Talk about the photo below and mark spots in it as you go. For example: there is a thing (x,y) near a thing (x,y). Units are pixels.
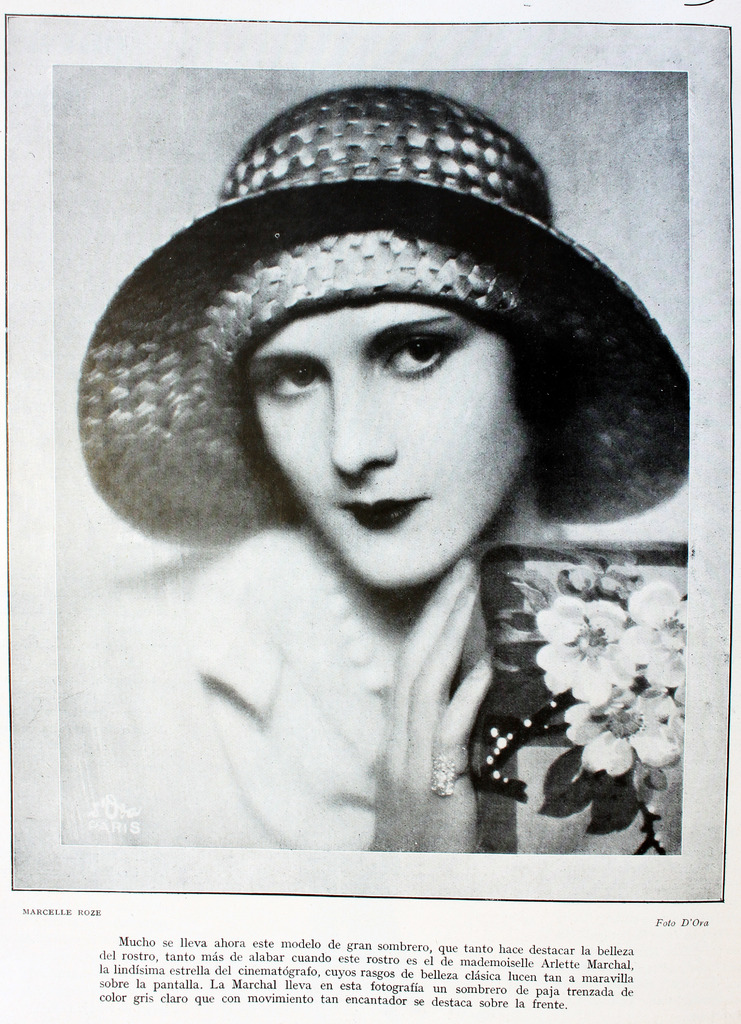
This is a black and white picture of a lady (251,663) wearing hat (255,302) and holding something item (569,634) with flowers (609,673). And something is written on the image.
